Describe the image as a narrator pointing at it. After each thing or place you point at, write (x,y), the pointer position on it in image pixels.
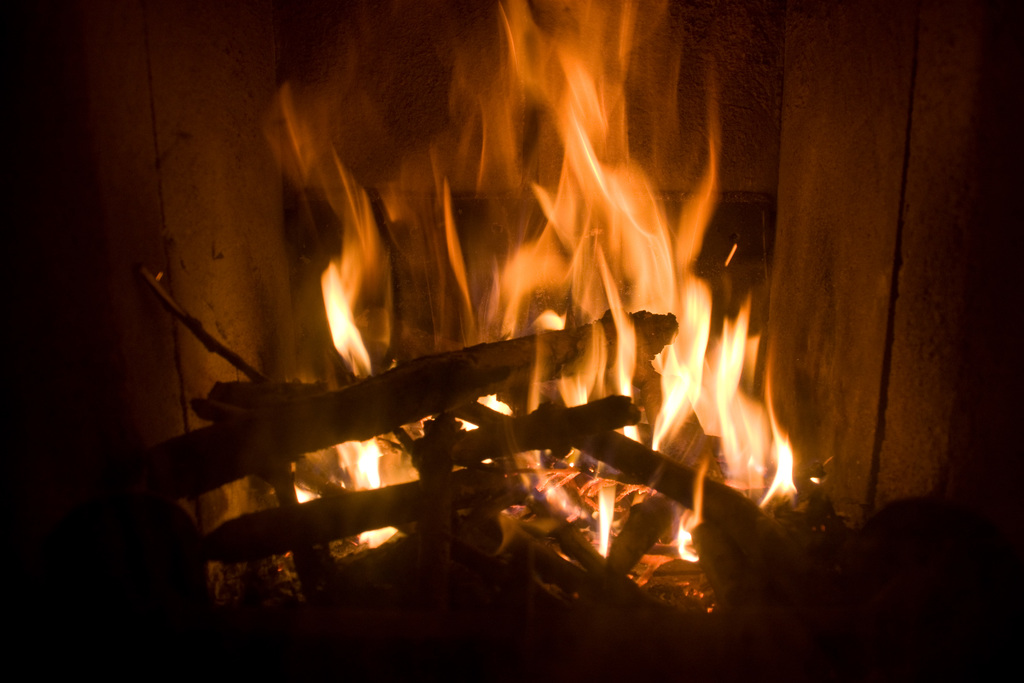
In the image we can see wood sticks (479,463) and a flame (564,235).
